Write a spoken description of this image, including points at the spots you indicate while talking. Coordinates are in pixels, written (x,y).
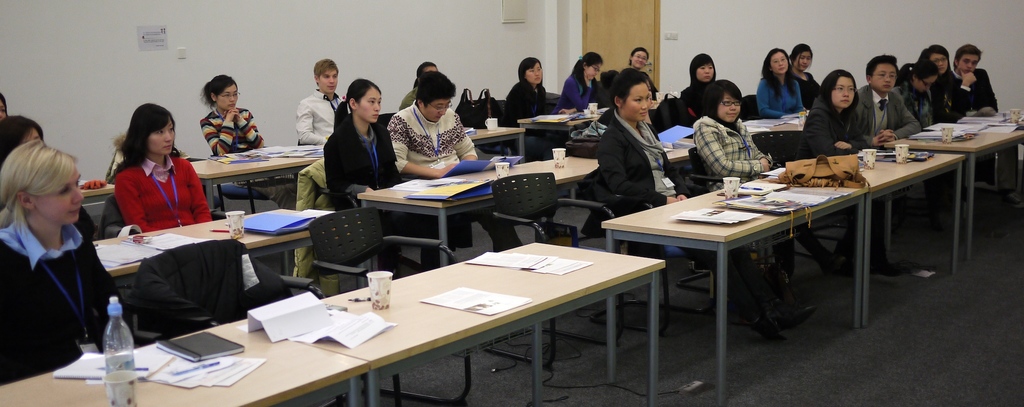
In this picture we can see a group of people (870,62) where they are sitting on chair (787,159) and in front of them we have table (677,233) and on table (651,220) we can see bottle (114,364), book (214,346), papers (305,334), bag (785,174), files (284,215), pen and in background (140,63) we can see wall (84,63), door (596,27), switch board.
